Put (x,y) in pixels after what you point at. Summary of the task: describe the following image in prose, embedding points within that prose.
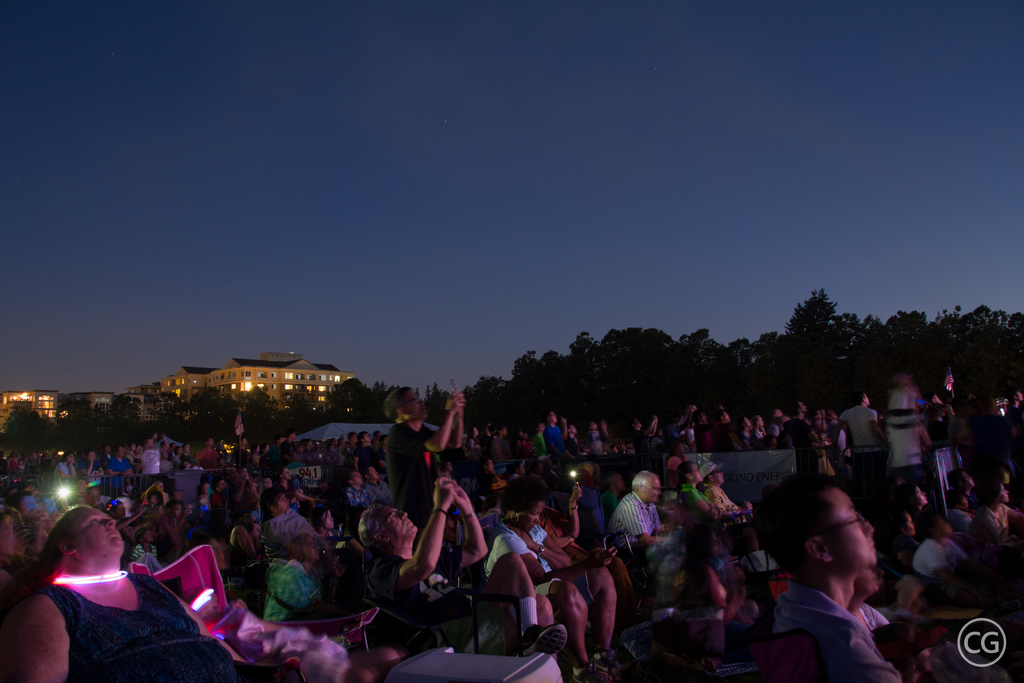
In this image I can see few people (617,501) are sitting on the chairs (427,632) and few are standing. They are holding mobile phones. Back I can see few buildings (319,375), lights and trees (827,349). The sky (585,180) is in blue color.
